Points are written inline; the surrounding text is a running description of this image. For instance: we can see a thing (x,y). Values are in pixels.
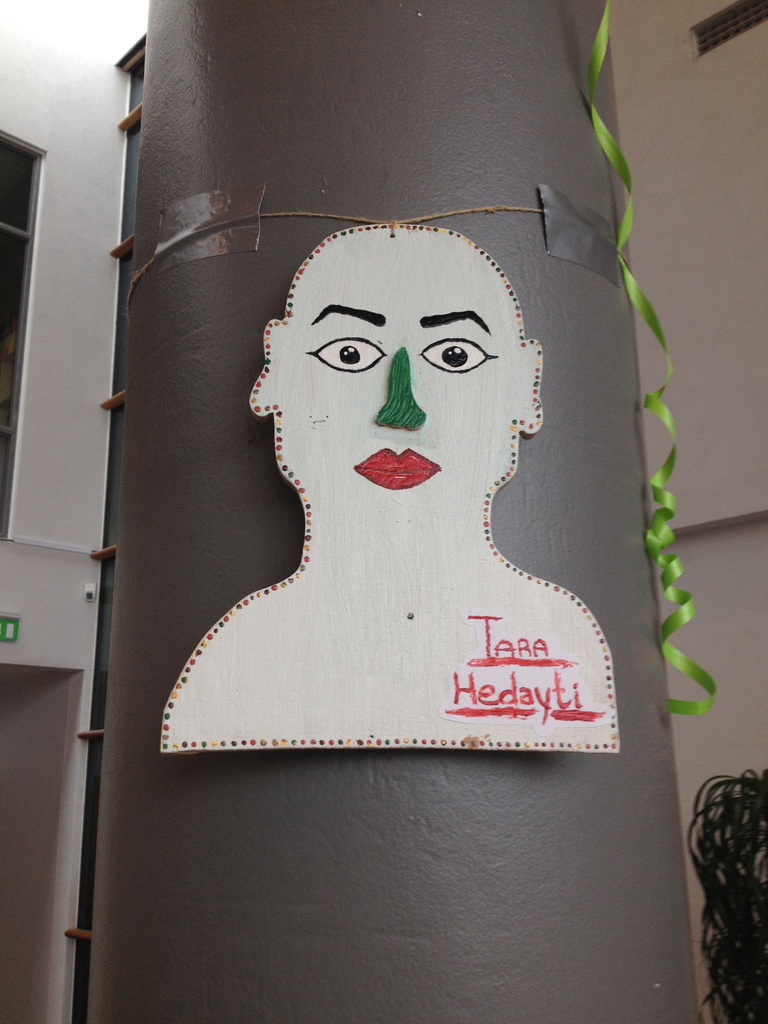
In this image, we can see human shaped object (396,482) on the pillar (253,67). Here we can see thread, tape pieces (605,266) and decorative object (696,706). On the right side (686,500) and left side of the image (47,467), we can see walls (54,605). Here we can see few things (17,326) and objects (767,1009) are visible.
